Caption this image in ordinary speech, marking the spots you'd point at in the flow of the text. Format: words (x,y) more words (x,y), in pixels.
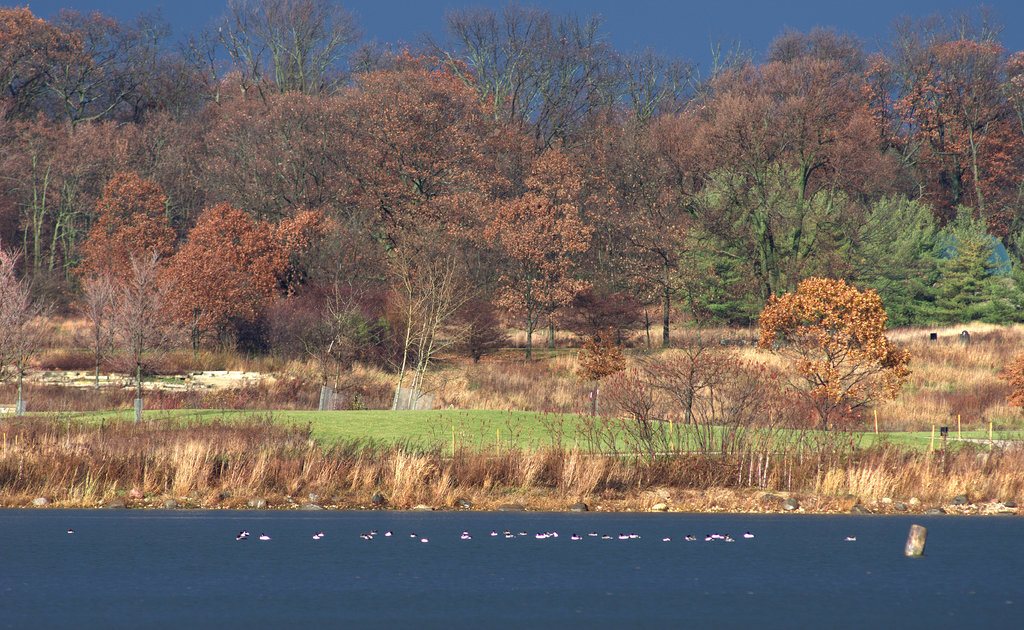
In this picture I can see trees (443,246), water (190,581) and a blue sky (397,24).
